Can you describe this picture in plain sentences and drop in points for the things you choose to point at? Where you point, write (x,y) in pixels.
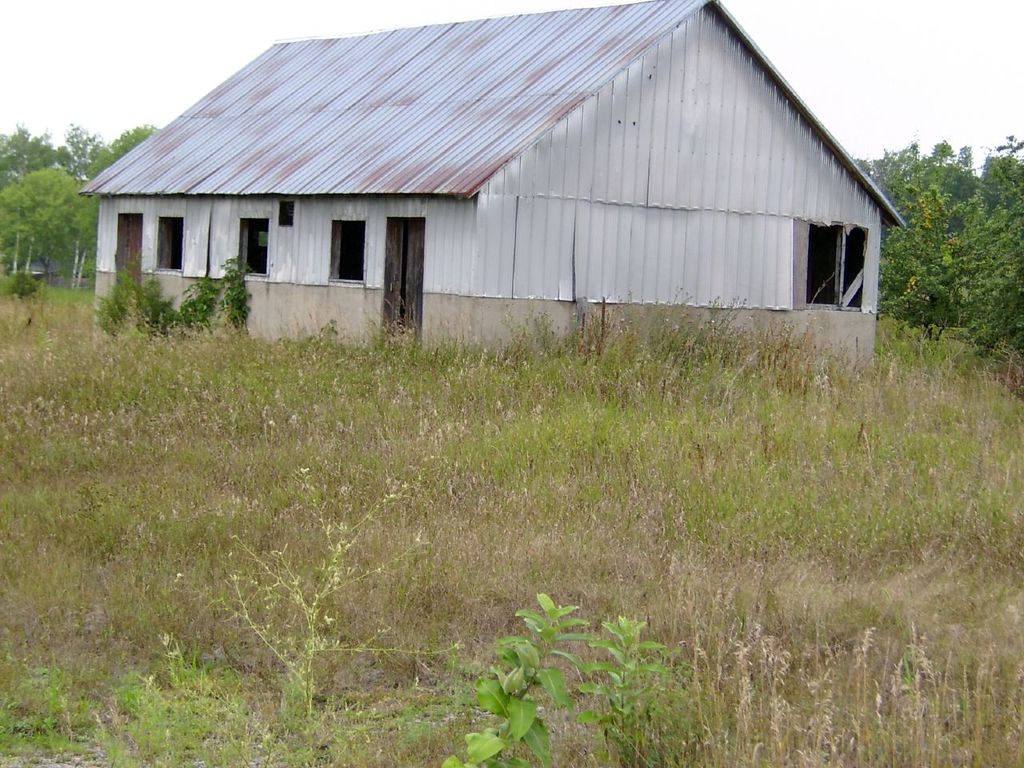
In the picture I can see a metal shed house construction (660,107). I can see the green grass (637,548) and plants (8,289). There are trees (89,248) on the left side (36,169) and the right side (963,271) as well.
